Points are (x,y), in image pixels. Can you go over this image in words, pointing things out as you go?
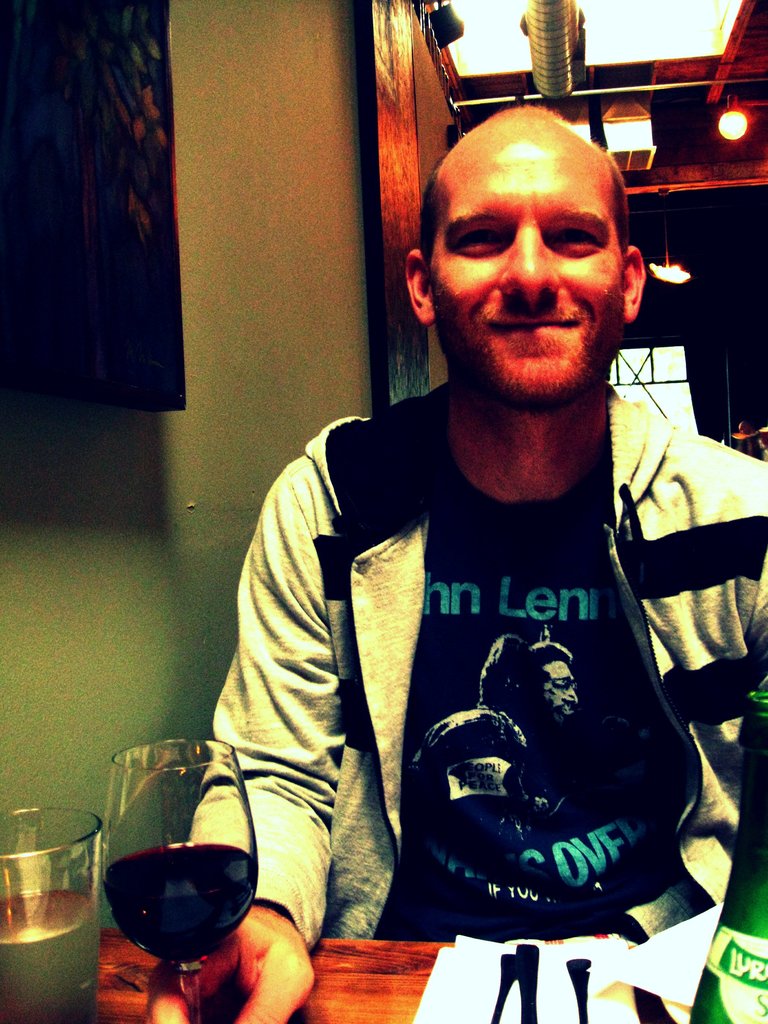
In this image, There is a table (374,987) which is in yellow color on that table (124,1008) there are some glasses (139,933) and there is a man (353,710) sitting on the chair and he is smiling, In the left side (203,516) there is a wall (228,501) which is in green color.
